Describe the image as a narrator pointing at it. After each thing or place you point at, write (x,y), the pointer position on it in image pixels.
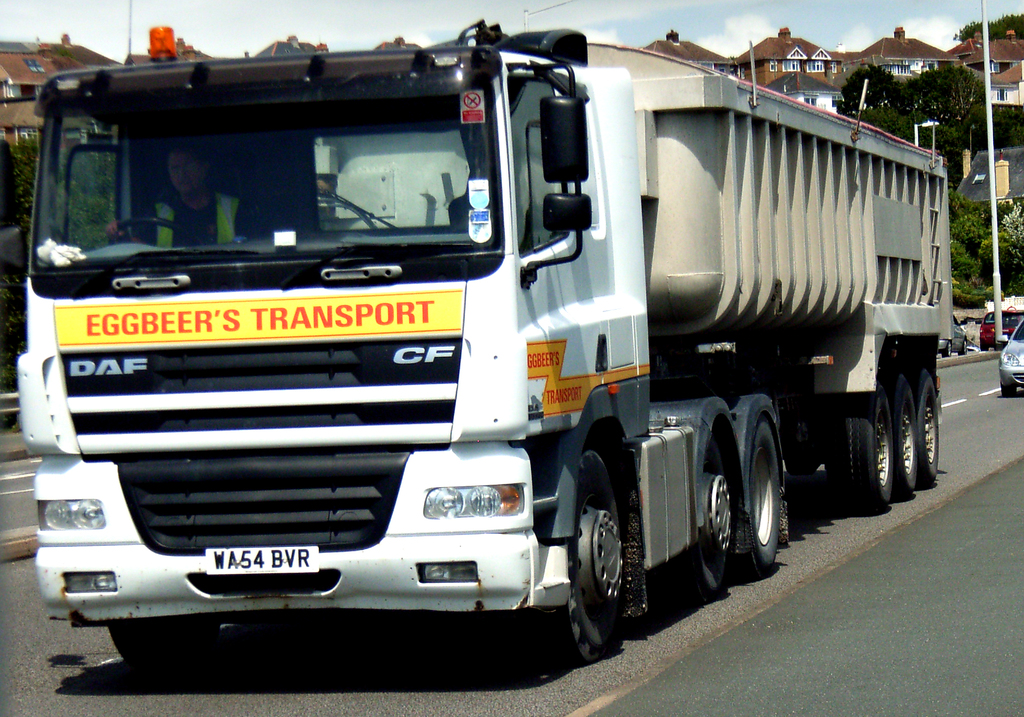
In the center of the image (504,321), we can see a person (200,211) inside the truck (340,358) and in the background (990,334), there are some other vehicles (1003,344), a pole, buildings (968,181), lights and trees (874,75). At the bottom (760,630), there is road (645,647) and at the top (756,16), there are clouds (919,30) in the sky (831,23).
